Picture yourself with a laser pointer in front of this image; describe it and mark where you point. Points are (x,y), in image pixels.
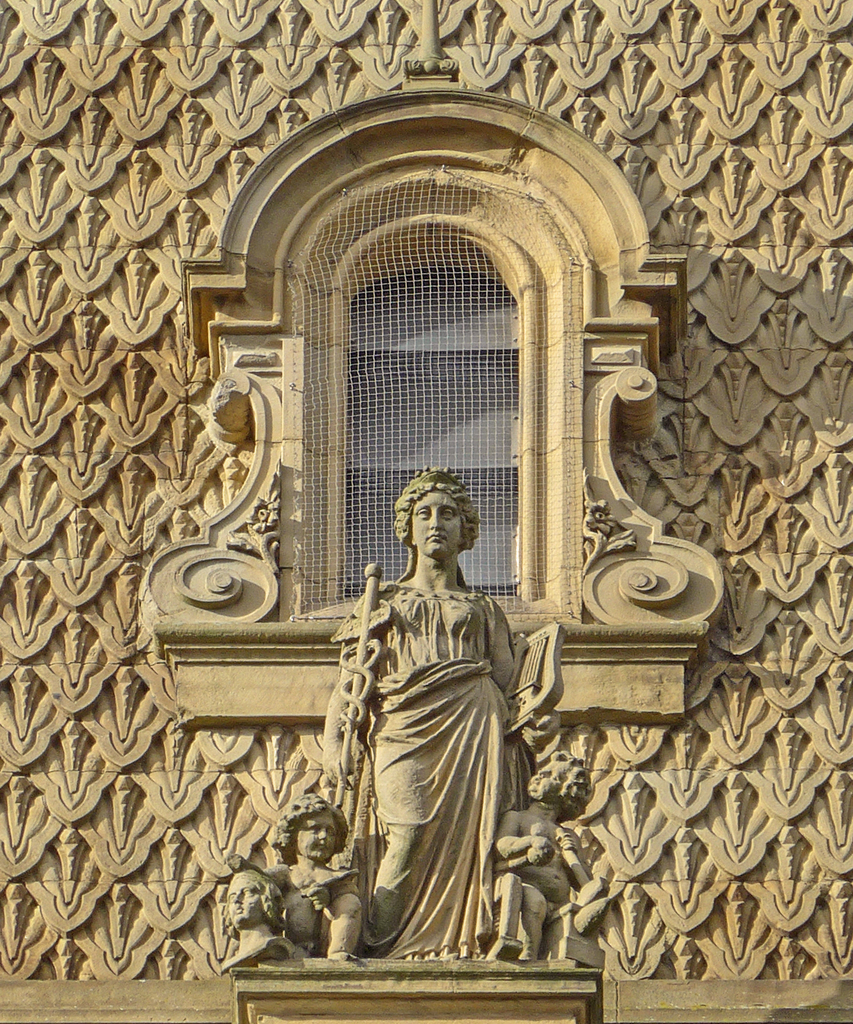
In the center of the image (469,404) there is a wall (775,465), window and statues (328,805). And we can see some artwork (117,810) on the wall (591,744).
